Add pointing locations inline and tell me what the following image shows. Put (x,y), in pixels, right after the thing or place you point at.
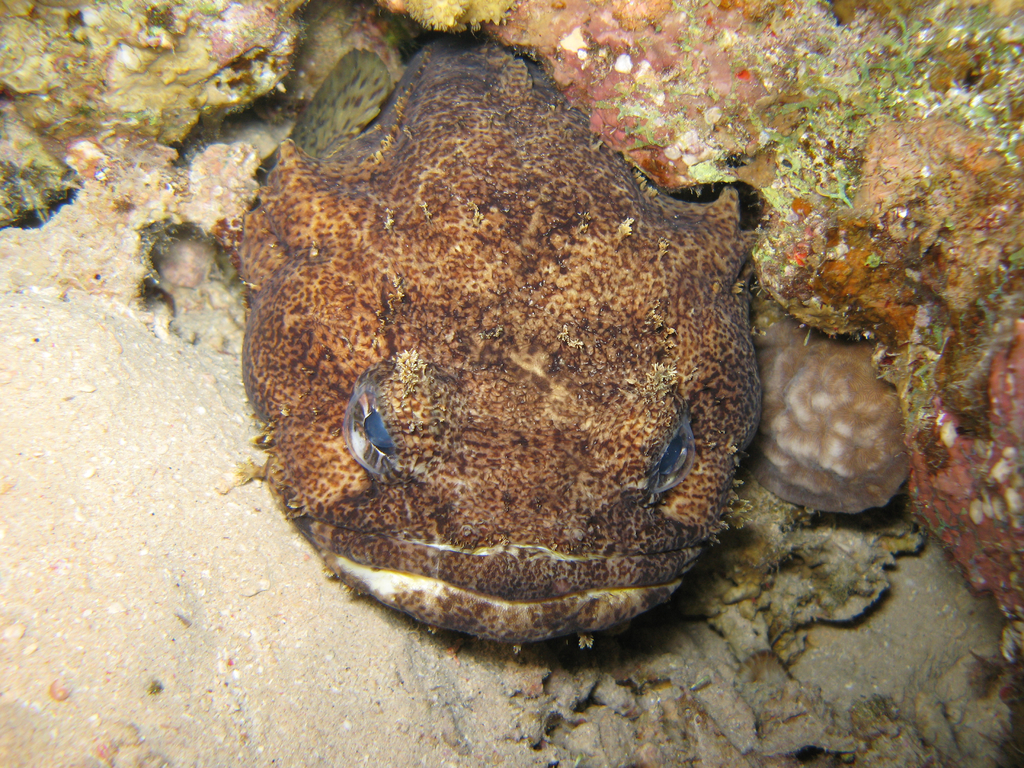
In this image, we can see a toad fish (525,291) in front of the rock (750,109).
